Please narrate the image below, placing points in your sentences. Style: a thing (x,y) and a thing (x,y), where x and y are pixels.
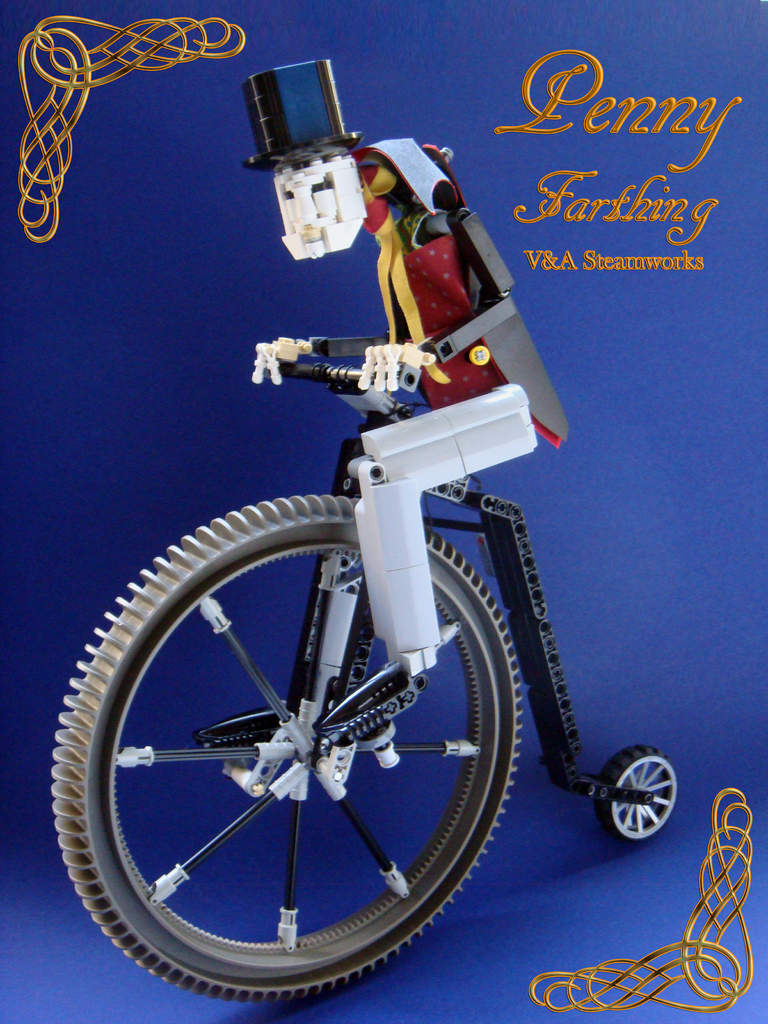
In this image, we can see a blue color poster (416,705). In this poster (541,871), we can see some design (732,950), text (668,108) and toy (267,742).
